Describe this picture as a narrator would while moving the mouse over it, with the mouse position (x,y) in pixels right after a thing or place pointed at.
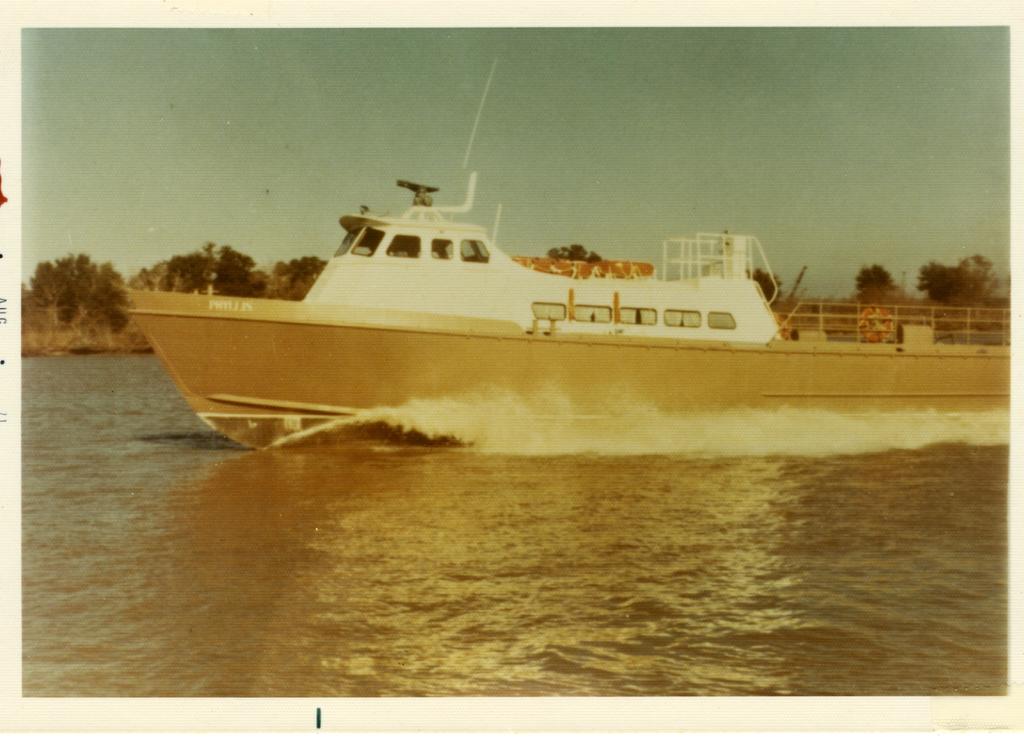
We can see ship (681,278) above the water (199,444). In the background (856,285) we can see trees (582,250) and sky (586,214).
